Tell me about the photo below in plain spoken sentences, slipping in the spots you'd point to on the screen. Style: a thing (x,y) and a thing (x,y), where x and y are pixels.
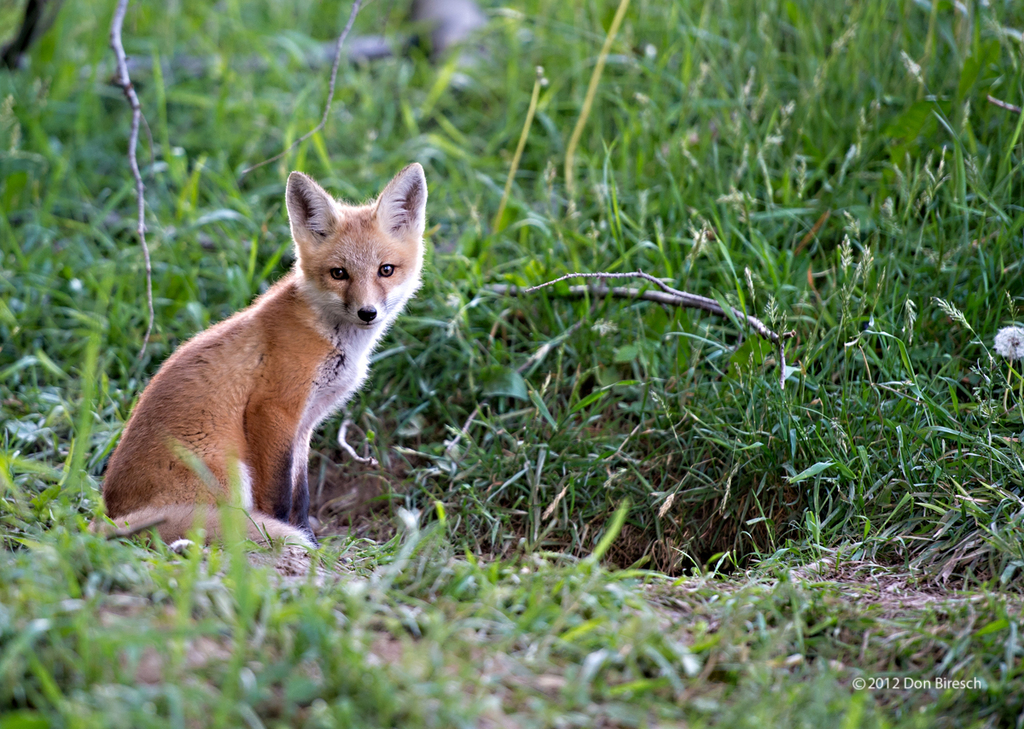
In this image I can see an animal (271,449) is sitting in the grass (352,416) it is in brown color and this is the green color grass (705,364).
